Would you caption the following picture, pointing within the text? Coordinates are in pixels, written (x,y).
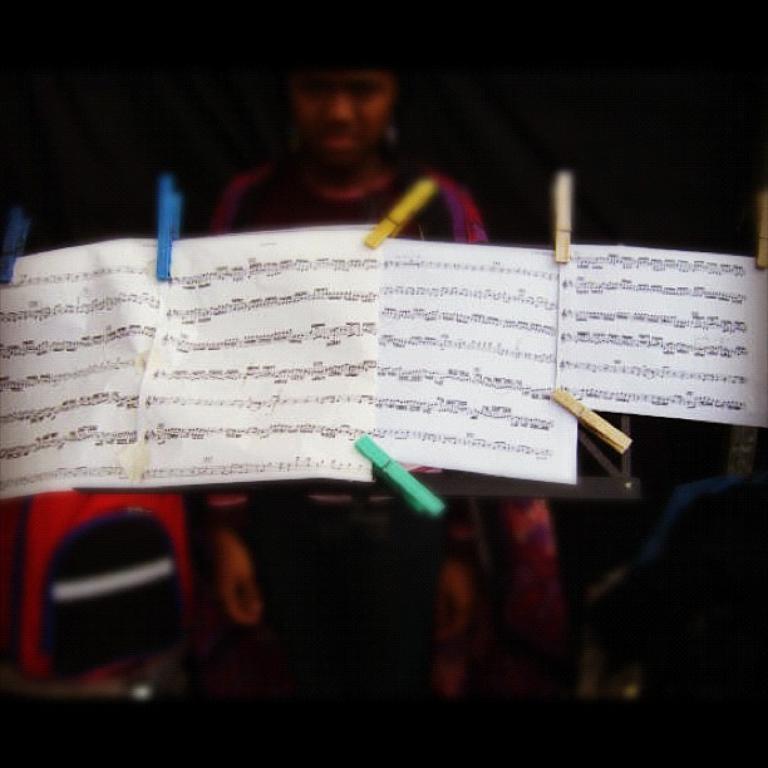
In this image we can see papers (490,335) with clips (168,259). In the background (73,194) it is blur. And we can see a person (366,215).
